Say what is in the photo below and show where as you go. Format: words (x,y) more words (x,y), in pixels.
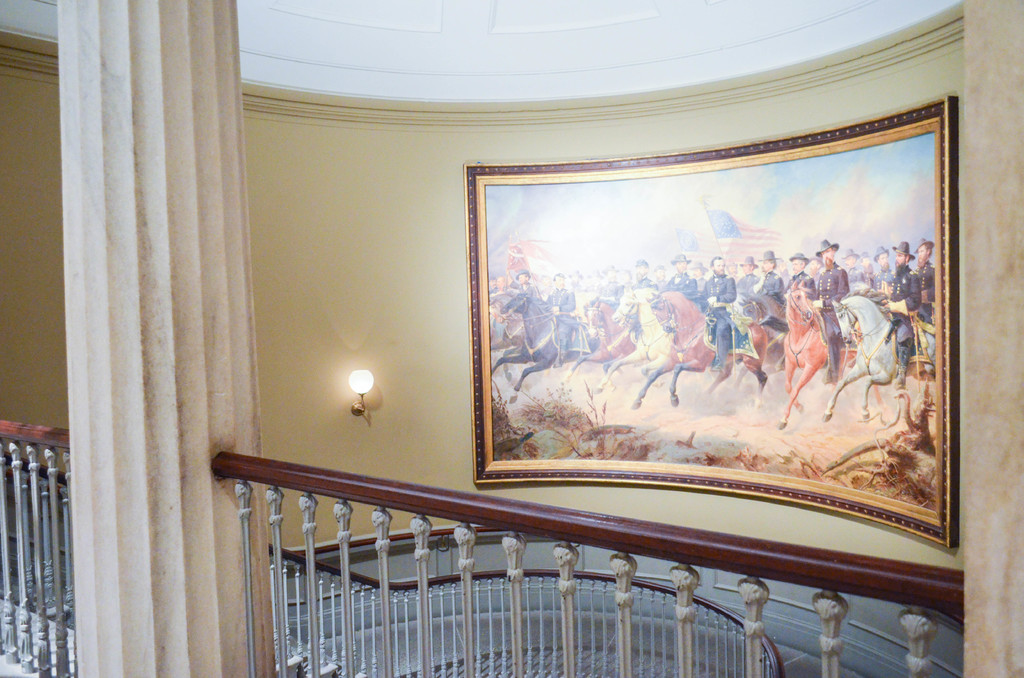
In this picture I can observe a railing (406,602). There is a pillar (143,342) on the left side (170,234). I can observe a photo frame (696,338) on the wall (443,432). In the photo frame (623,350) I can observe some persons (712,304) riding horses (678,307). In the background (332,210) there is a wall (274,283).
